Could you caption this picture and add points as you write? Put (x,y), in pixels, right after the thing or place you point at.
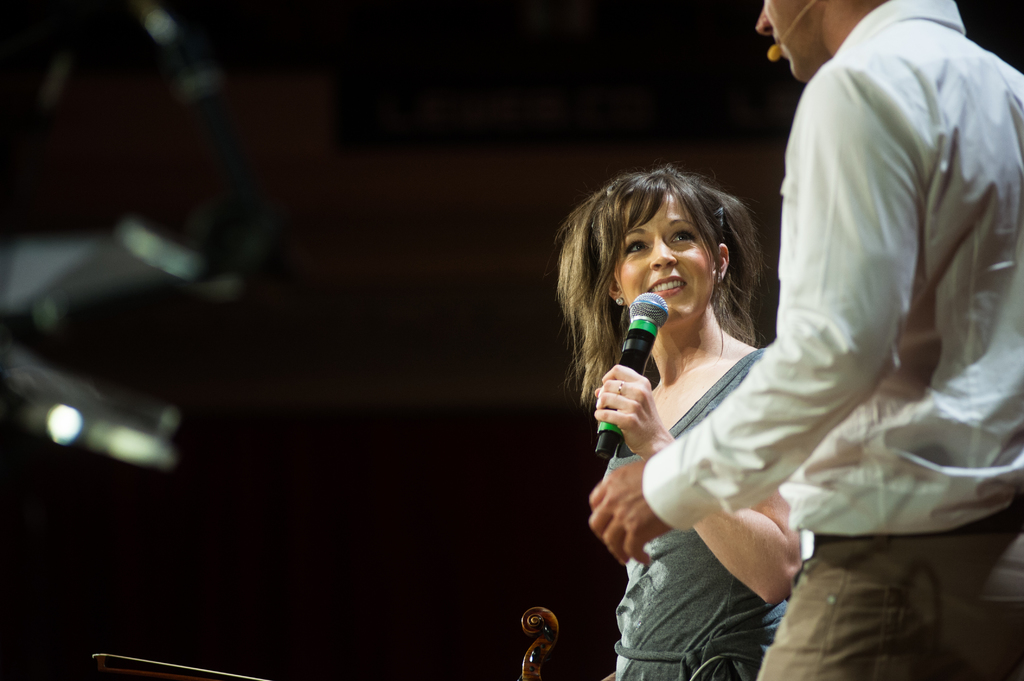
In this image there is a woman (599,207) standing and smiling by holding a microphone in her hand (630,440) and there is a man (1006,139) with white shirt (1022,219) and a brown color pant (792,670) with a mike (812,0).
